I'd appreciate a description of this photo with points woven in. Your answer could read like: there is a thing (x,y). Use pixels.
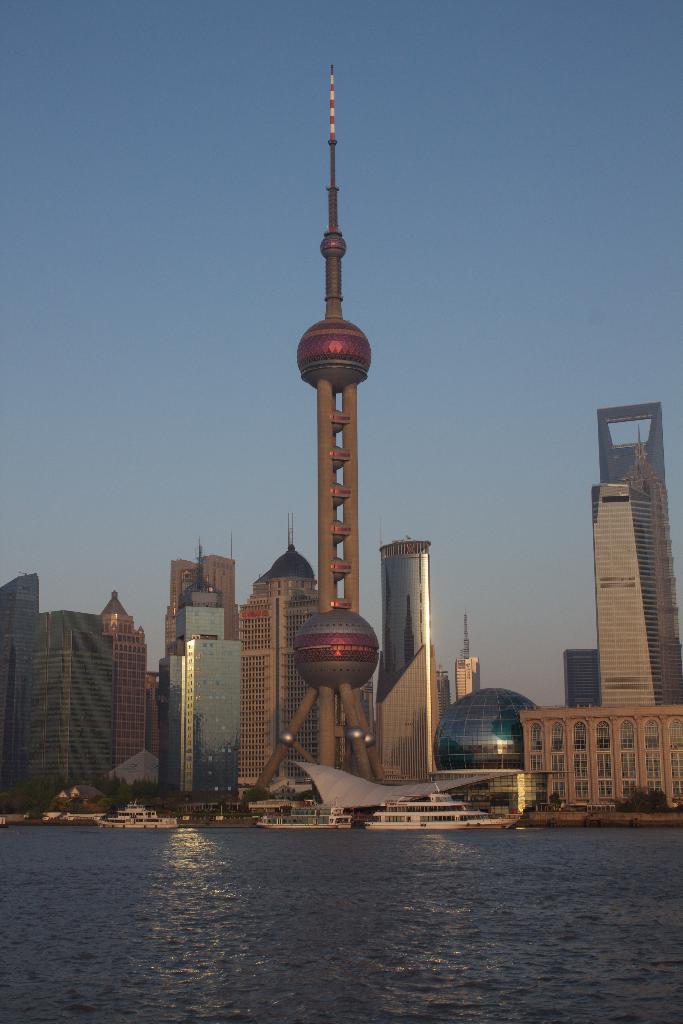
In the picture we can see the water (554,972), which is blue in color and far away from it, we can see some boats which are white in color and behind it, we can see some buildings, some are ball shaped buildings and tower buildings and behind it we can see a sky (645,60).
